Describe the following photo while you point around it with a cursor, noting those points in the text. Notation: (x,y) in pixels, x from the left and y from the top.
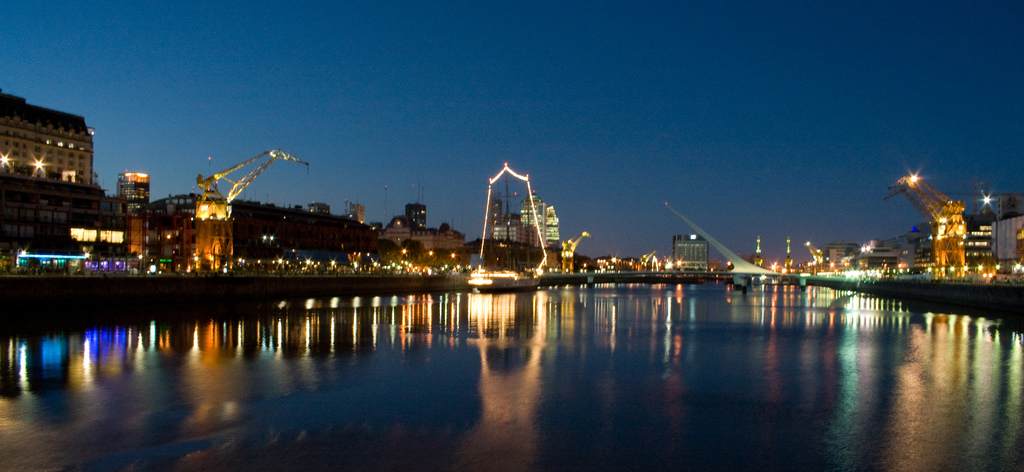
In this image I can see water (338,411), background (202,76) I can see few lights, buildings (29,225), and sky (509,157) is in blue color.
